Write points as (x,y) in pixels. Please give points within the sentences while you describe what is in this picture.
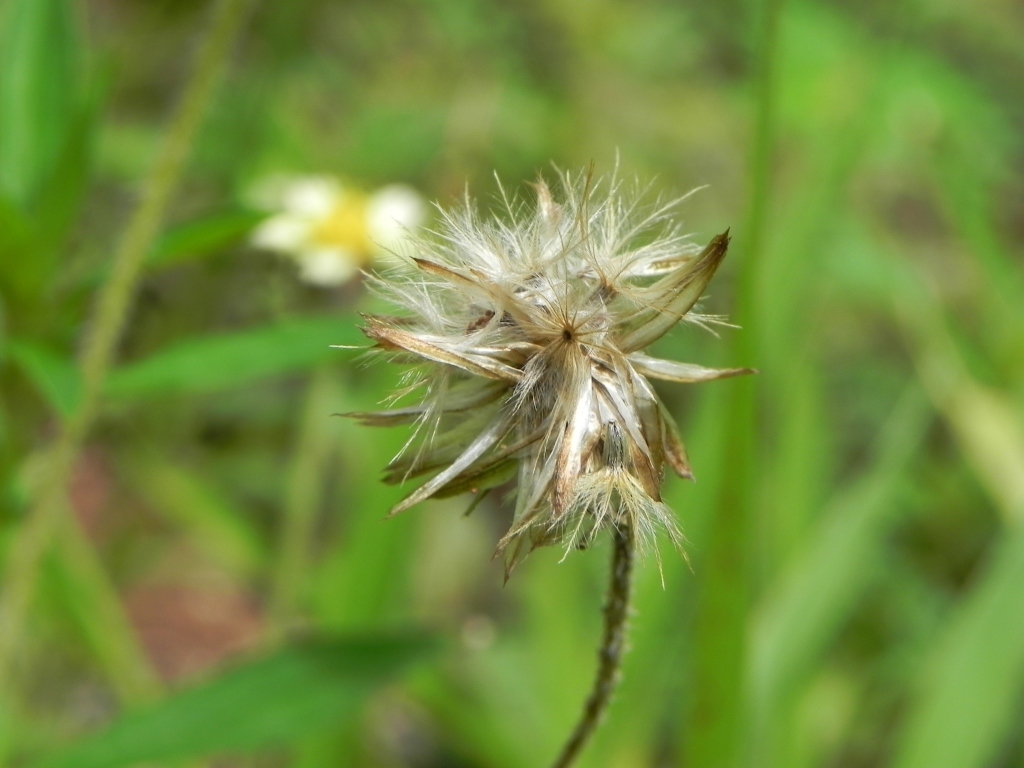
In this image there are flowers (533,355), there are plants (146,724), there are plants (909,314) truncated towards the right of the image (900,266), there are plants (411,72) truncated towards the top of the image (592,62), there are plants (106,236) truncated towards the left of the image (73,364), there are plants (930,729) truncated towards the bottom of the image (556,725).
